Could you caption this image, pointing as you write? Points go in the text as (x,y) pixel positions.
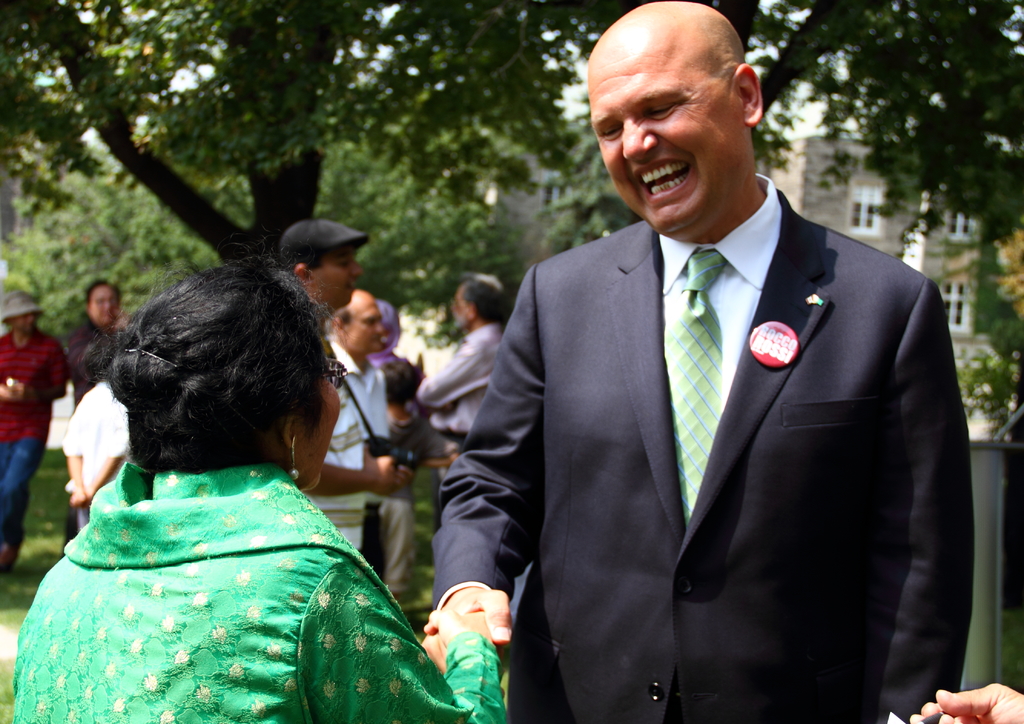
In the foreground of this image (396,612), there is a woman (319,636) in green dress (339,647) and a man (578,528) wearing suit (599,535) are shaking hands (493,609). On the right bottom (953,707), there is a person's hand (967,694). In the background (399,318), there are persons (392,318) walking and standing on the grass (53,553), few trees (386,82) and the building (825,208).
